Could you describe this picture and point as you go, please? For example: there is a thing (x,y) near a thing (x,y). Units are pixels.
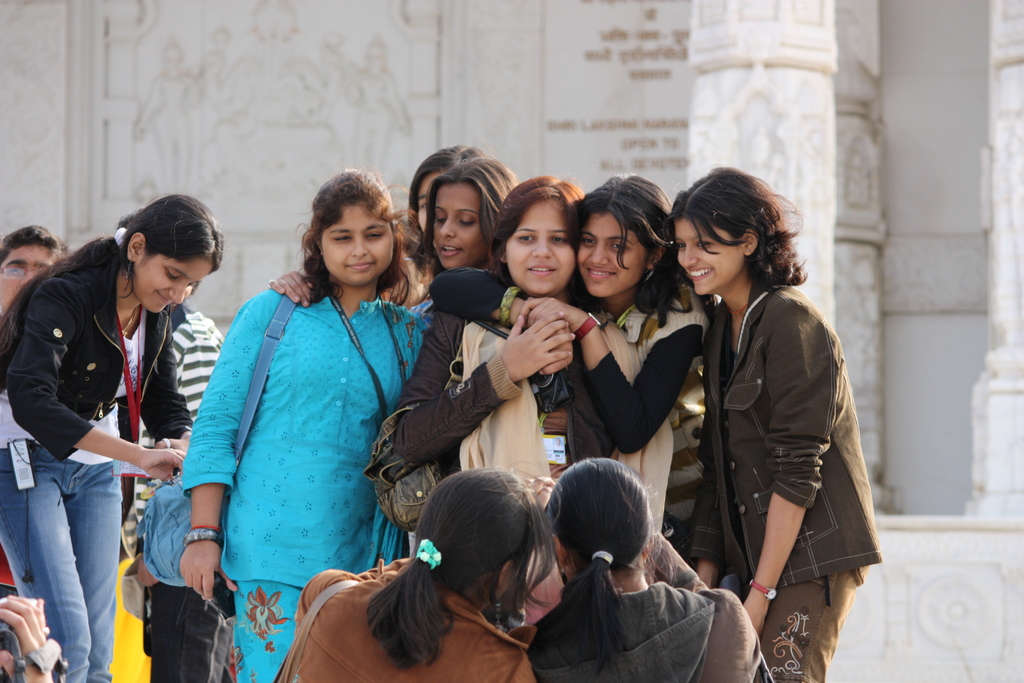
In this image we can see many girls (249,388). Few are holding bags (372,460). In the back (246,97) there is a wall (574,73). Also there is a pillar (718,105). On the wall (667,84) something is written. Also there is a drawing (291,74) on the wall (245,106).
